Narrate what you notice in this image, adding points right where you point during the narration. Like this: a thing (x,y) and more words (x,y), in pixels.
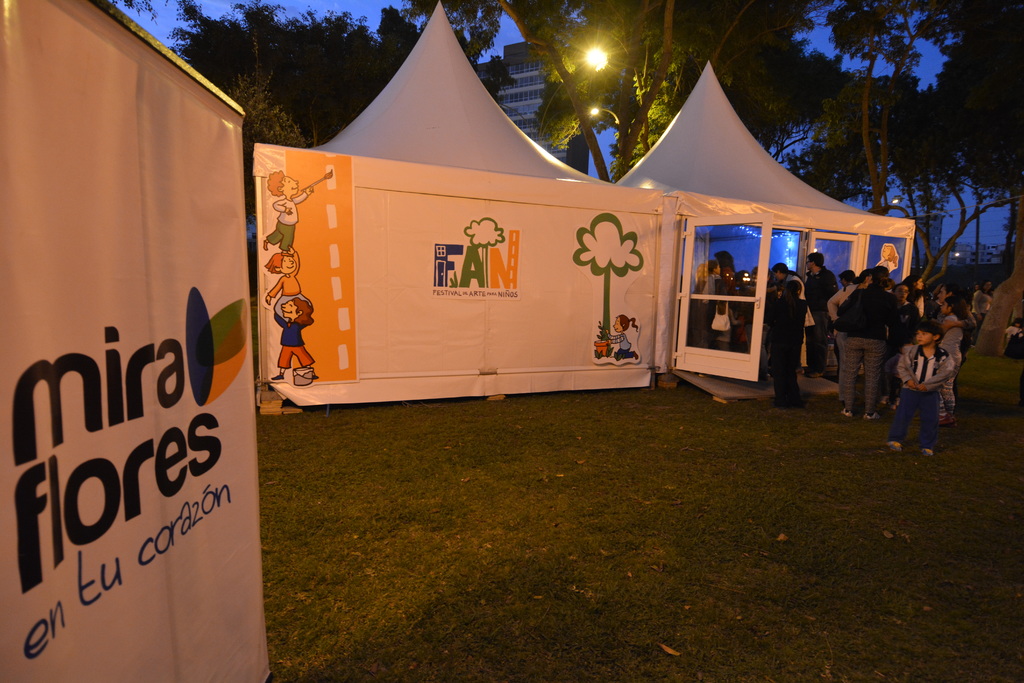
This picture is clicked outside. On the left (168,234) we can see the banners (78,317) on which we can see the pictures (295,245) of persons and the text (472,273) is printed. On the right (851,328) we can see the group of persons (904,421). In the background (769,175) we can see the tents (466,150), sky (372,1), trees (552,87), building (519,64), lights (954,253) and some other objects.
